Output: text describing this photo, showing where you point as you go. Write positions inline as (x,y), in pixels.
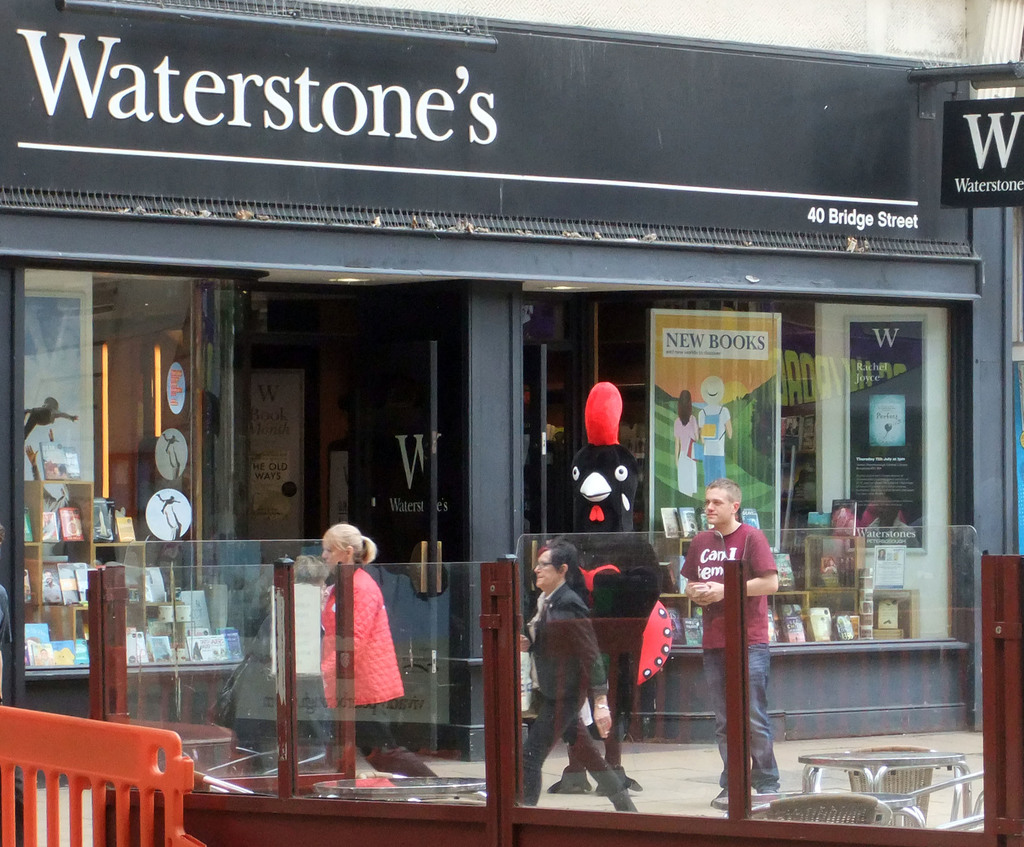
In this image I can see few glasses (586,692), a table (876,789) and few chairs (846,811) in the front (776,817). In the background (663,637) I can see few people (720,728) are standing. I can also see a building (508,203) and on the top side of this I can see something is written. I can also see number of stuffs (273,410) in the background (49,445) and on the bottom left side of this image (30,732) I can see an orange colour thing (121,728).
